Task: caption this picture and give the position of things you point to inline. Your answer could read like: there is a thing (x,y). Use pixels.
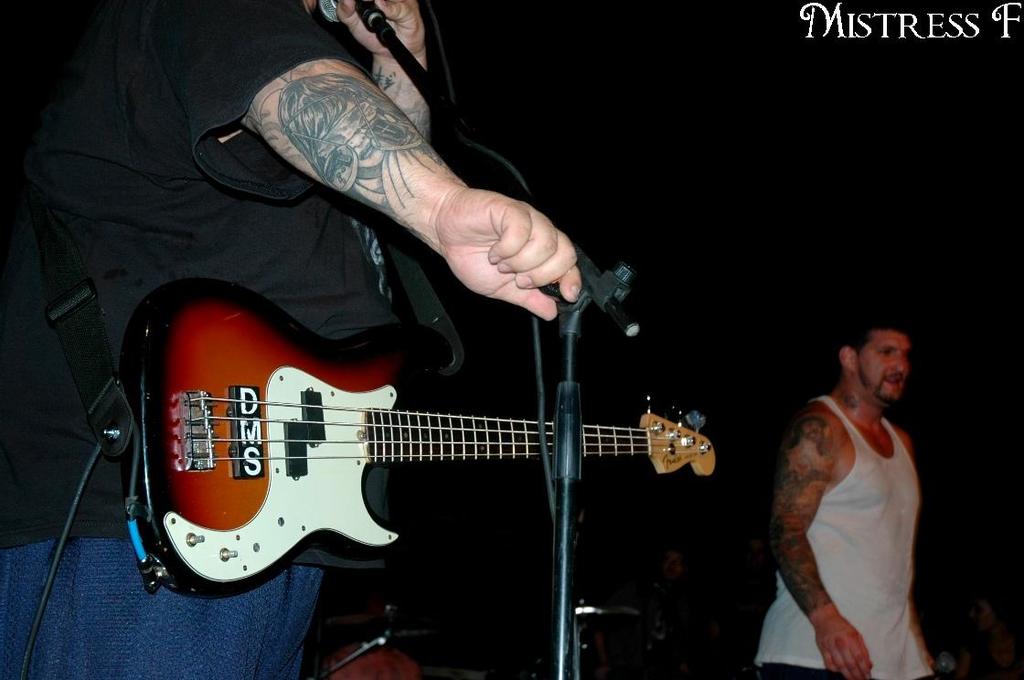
in the picture there are two person (845,387) standing one person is talking in a micro phone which present in front of him and holding a guitar (434,456).
